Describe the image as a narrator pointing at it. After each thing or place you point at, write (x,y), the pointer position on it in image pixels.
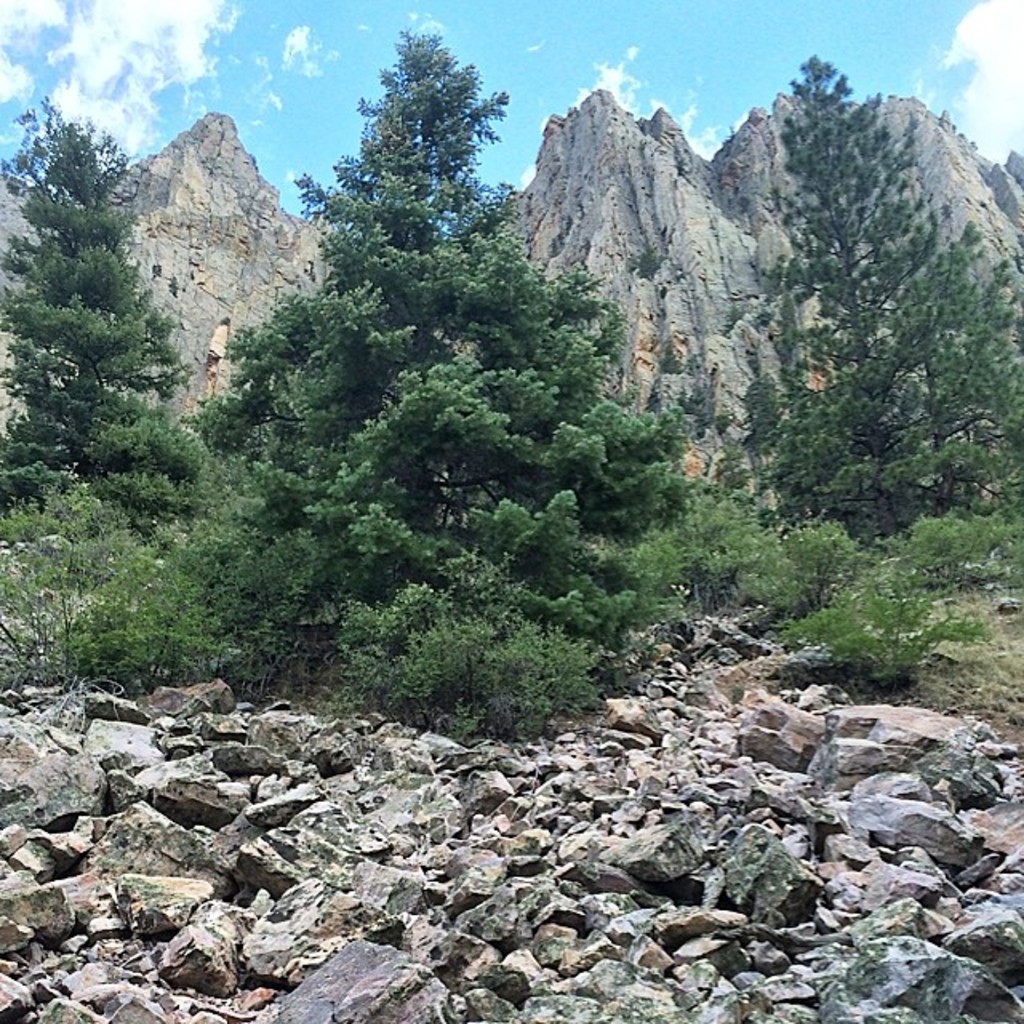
In this picture we can see few stones (357,921) on the ground (228,763). There are few trees (468,435) and mountains (158,309) in the background (488,129). Sky (303,124) is blue in color and cloudy.
